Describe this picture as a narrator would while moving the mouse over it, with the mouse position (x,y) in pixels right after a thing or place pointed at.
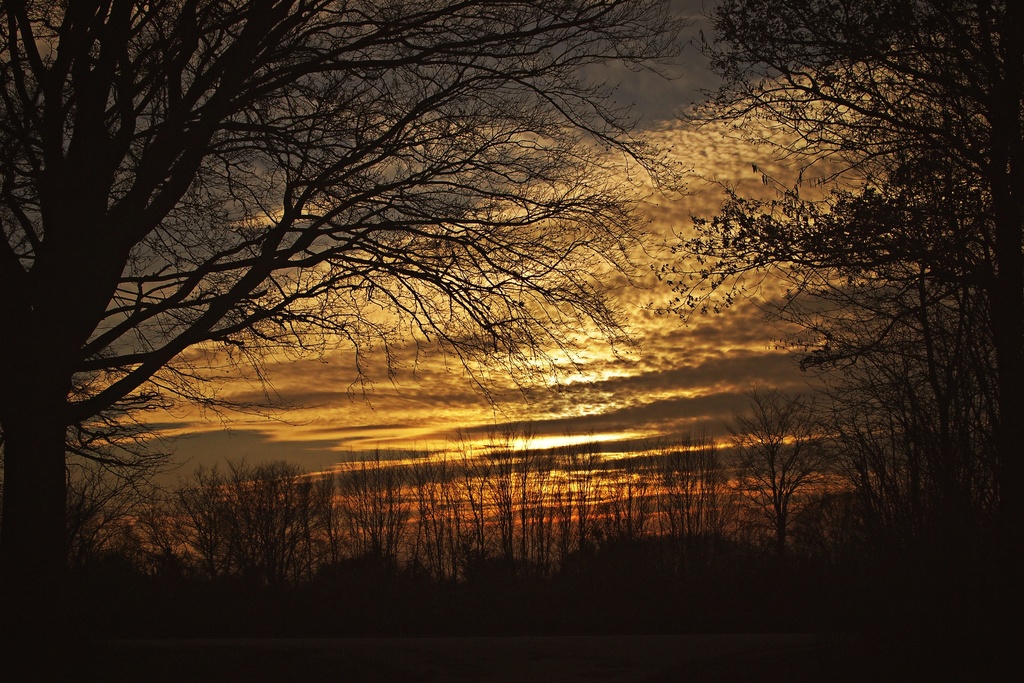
This picture shows trees (27,380) and a cloudy sky (741,190) and we see sun light (449,427).
